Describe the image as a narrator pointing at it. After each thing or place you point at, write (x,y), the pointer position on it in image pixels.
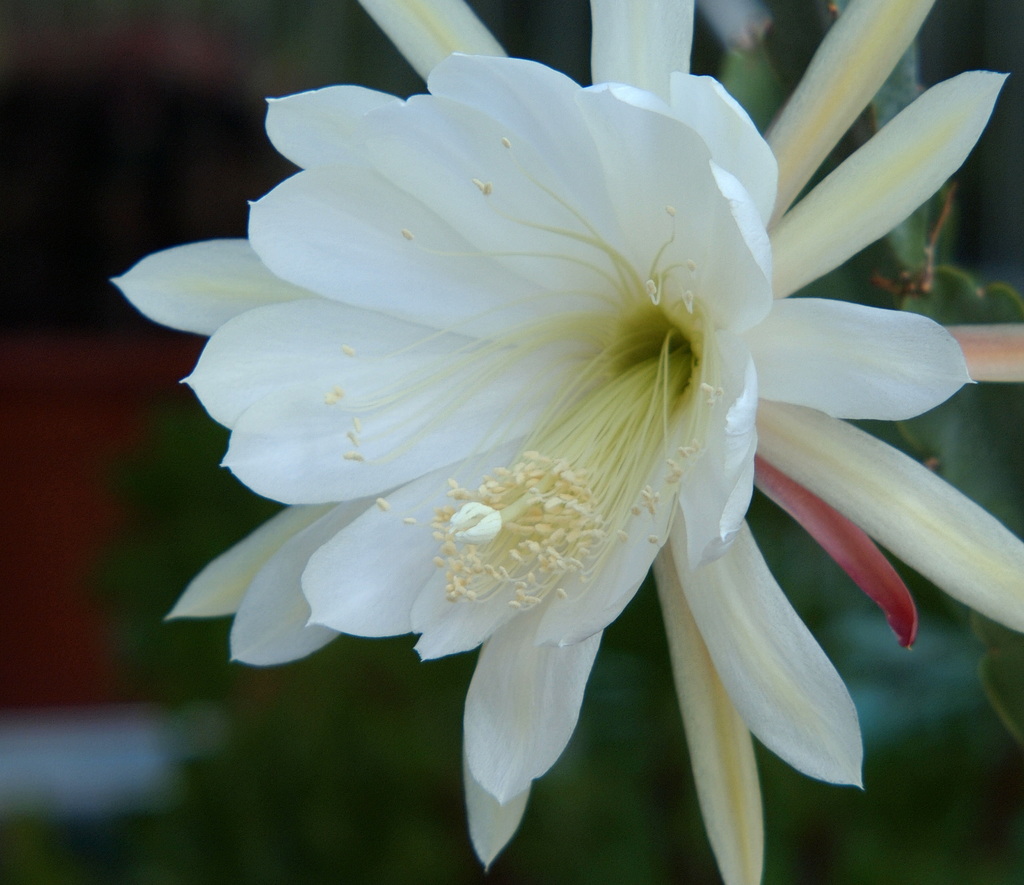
In this image I can see the flower (577,267) to the plant (591,309). The flower (726,259) is in white, cream and red color. And I can see the blurred background (141,66).
